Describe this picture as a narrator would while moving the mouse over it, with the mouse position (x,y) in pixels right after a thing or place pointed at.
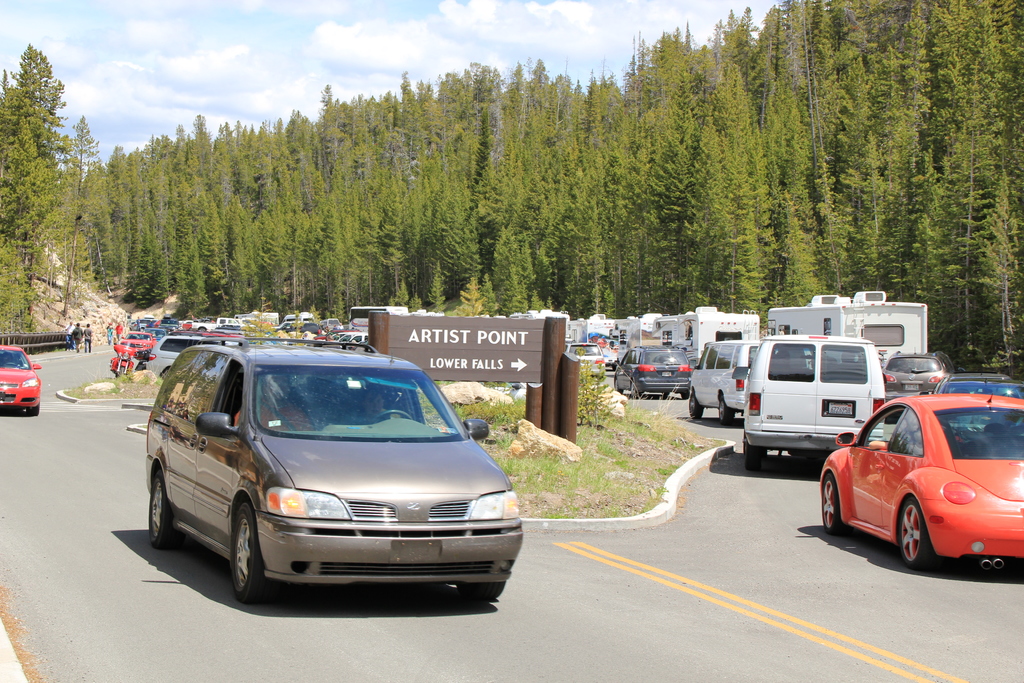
In this image we can see many vehicles (762,372) passing on the road (651,621). We can also see a signboard (511,346) with text (512,355) in the center (429,329). We can also see the grass (592,463), rocks (97,331) and some people (75,334) on the left (84,326). In the background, we can see many vehicles (520,317). Sky (577,38) is also visible with the clouds (202,104).
